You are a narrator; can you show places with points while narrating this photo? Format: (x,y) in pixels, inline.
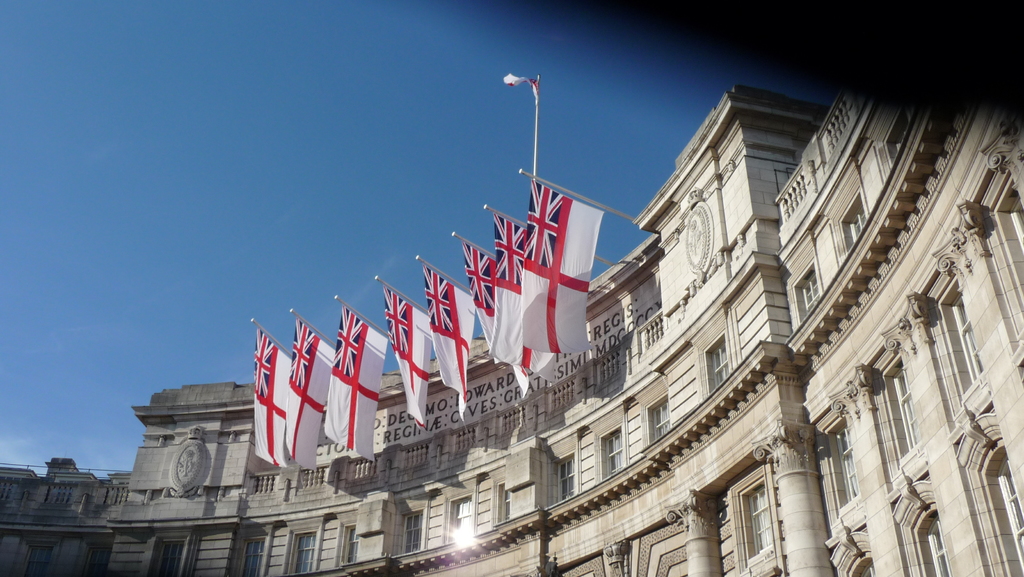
This is a building (499,454) with the windows (656,432) and pillars (816,476). These are the flags (550,326) hanging to the poles (604,209). I can see a name board (506,371), which is attached to a building (388,428). Here is the sky (239,101). This looks like another pole (534,145), which is at the top of the building (34,489).
